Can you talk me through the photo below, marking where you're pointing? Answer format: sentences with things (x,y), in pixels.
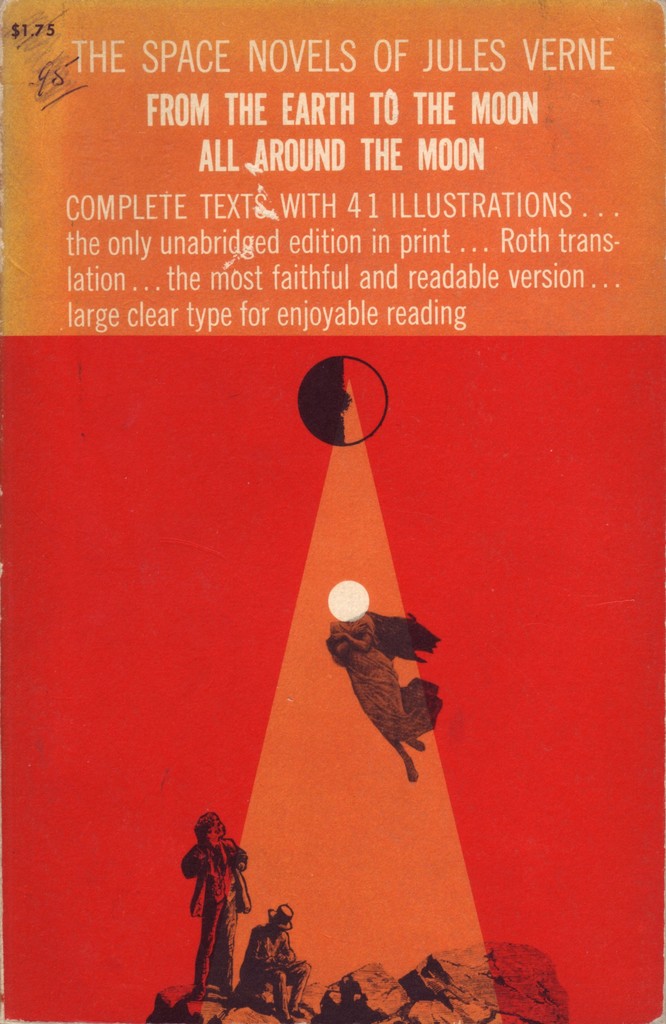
Here we can see a poster (374,587). On the poster (475,541) we can see pictures (379,995) and text (372,296) written on it.
